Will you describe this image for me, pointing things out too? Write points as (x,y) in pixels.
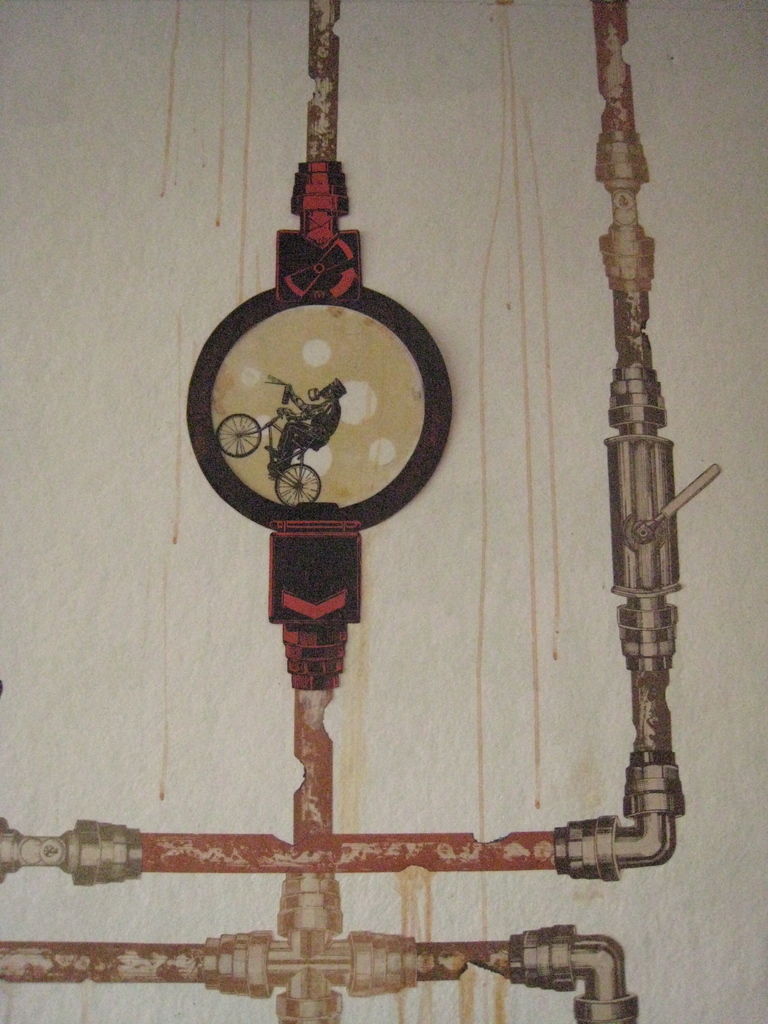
In this image I can see it looks like a painting, in the middle (303,437) a man (316,443) is riding the cycle (290,471).
